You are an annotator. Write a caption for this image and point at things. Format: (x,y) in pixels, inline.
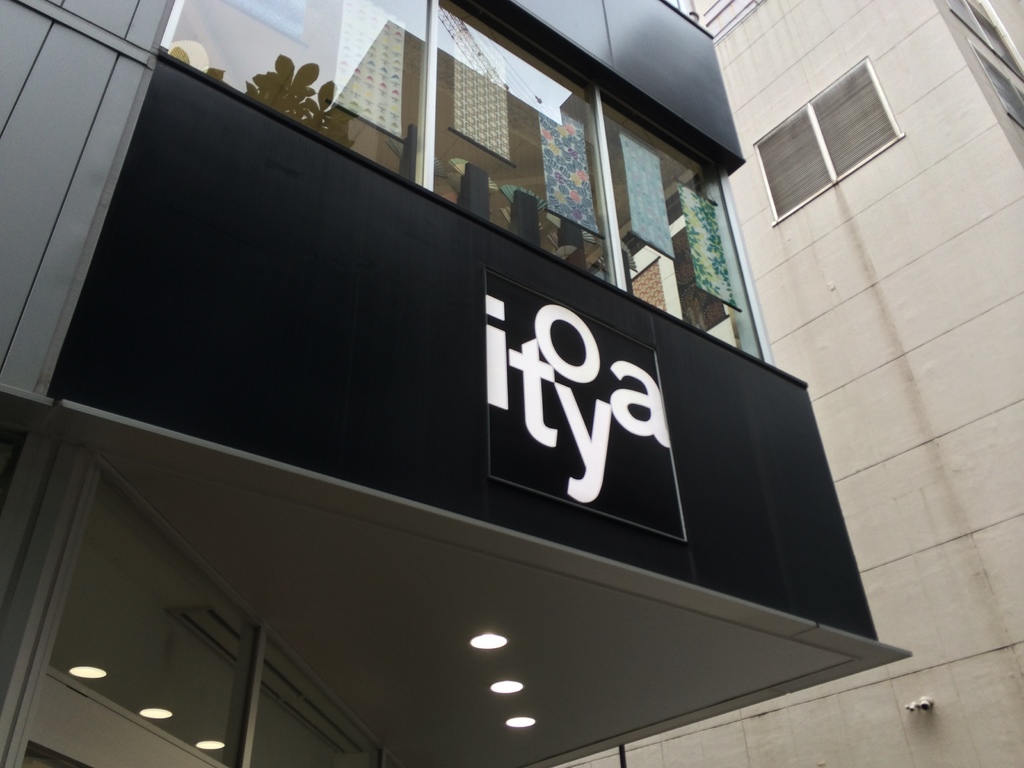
Here we can see buildings (729,403), name board (552,437) on the wall (351,320), glass doors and windows (859,80). At the bottom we can see lights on the ceiling (350,663) and security camera (921,703) on the wall (894,729). Through the upper windows (651,196) we can see small banner kind of objects (364,79).
